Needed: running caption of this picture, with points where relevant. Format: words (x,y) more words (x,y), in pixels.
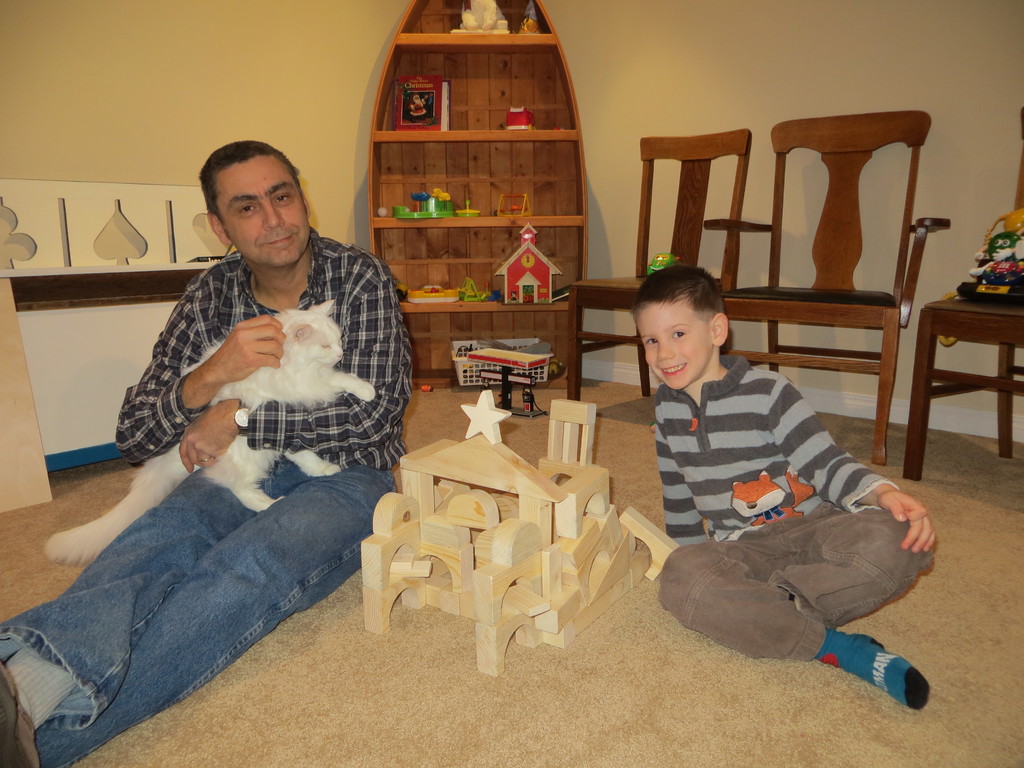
Here we can see two persons (765,471) are sitting on the floor (602,434) and smiling, and holding a cat (298,457) in his hands (230,344), and at back (841,234) here are the chairs (703,213), and here is the wall (604,57).
